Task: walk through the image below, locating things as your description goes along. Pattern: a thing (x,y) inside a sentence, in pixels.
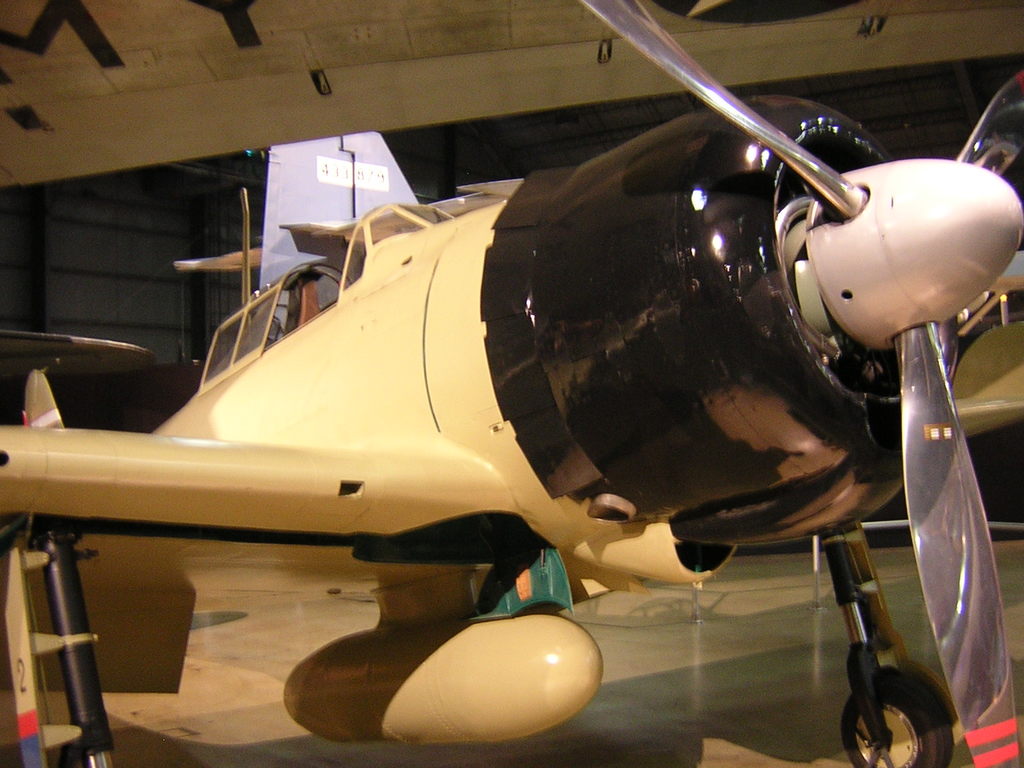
In this picture I can see an aircraft (586,446) in the middle (615,449), in the background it looks like a building (900,154).
